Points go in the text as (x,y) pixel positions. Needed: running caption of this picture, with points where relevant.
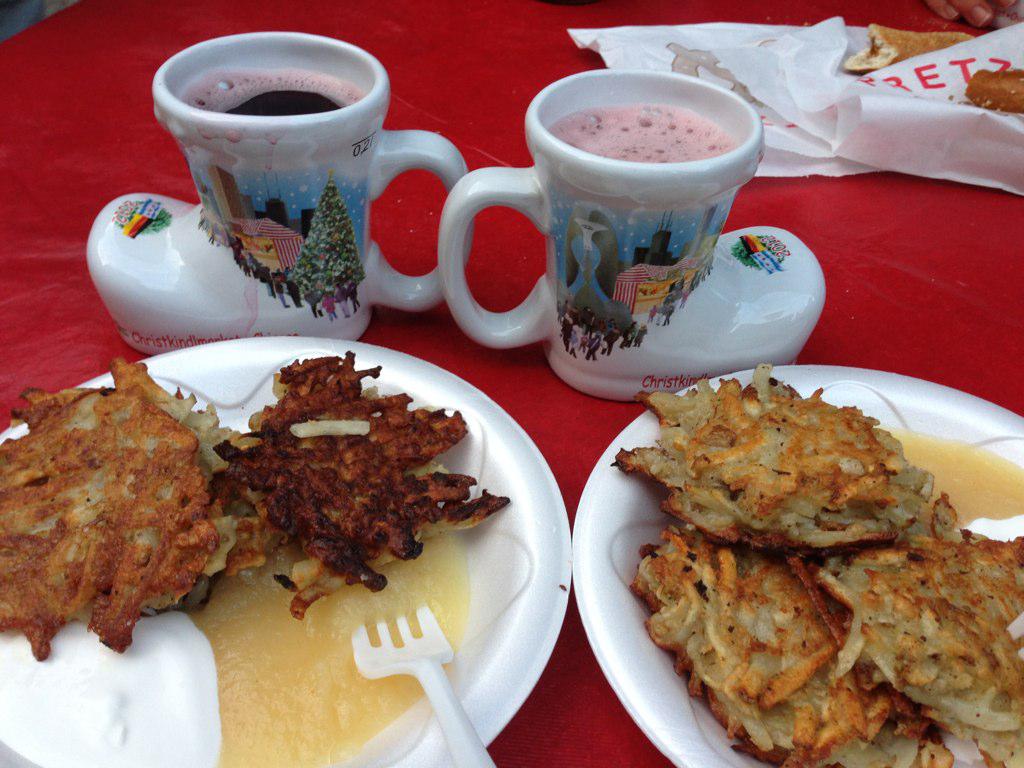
In the picture I can see the table (845,231) which is covered with a red color cloth (844,251). I can see two ceramic cups (508,180) and plates (594,545) are kept on the table (598,728). There are plastic covers (888,92) on the table (851,198) on the top right side (932,77).
